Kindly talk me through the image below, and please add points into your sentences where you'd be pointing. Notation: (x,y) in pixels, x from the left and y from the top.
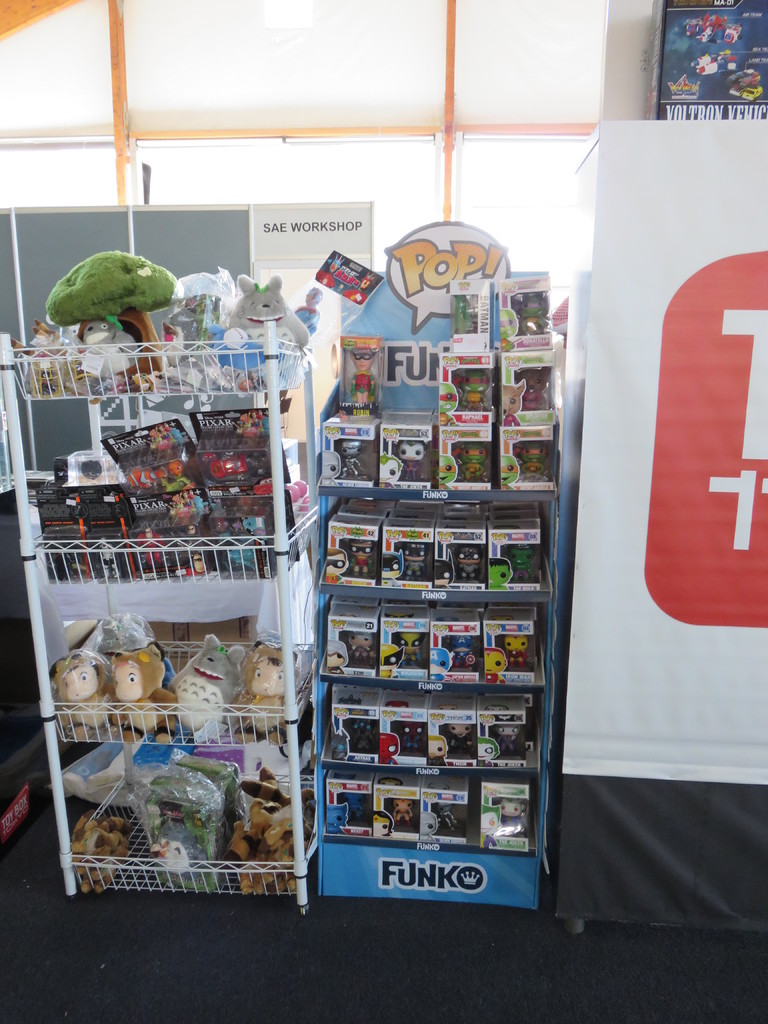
In this image, we can see two racks (492,876), in that racks (376,876) there are some objects (476,551) kept, at the right side (645,738) there is a white color poster (649,498).
